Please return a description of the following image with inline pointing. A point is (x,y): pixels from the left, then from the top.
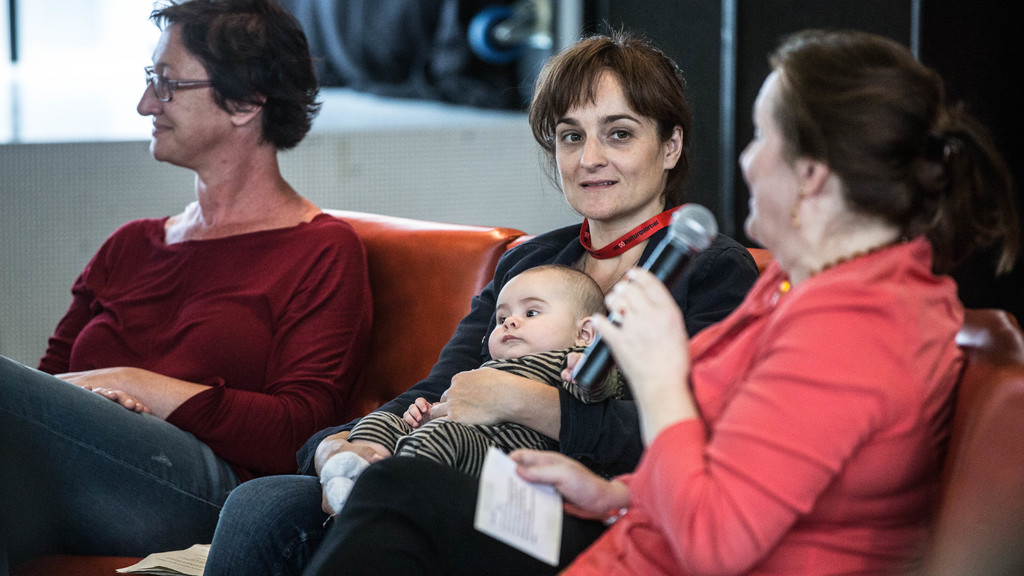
In the picture I can see 3 women (255,256) are sitting on a sofa (459,271) among them the women (838,251) on the right side (862,304) is holding a microphone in the hand (655,343) and the woman (637,114) in the middle (558,302) is carrying a child (550,304). In the background (429,54) I can see some objects (432,70). The background of the image (490,56) is blurred.
